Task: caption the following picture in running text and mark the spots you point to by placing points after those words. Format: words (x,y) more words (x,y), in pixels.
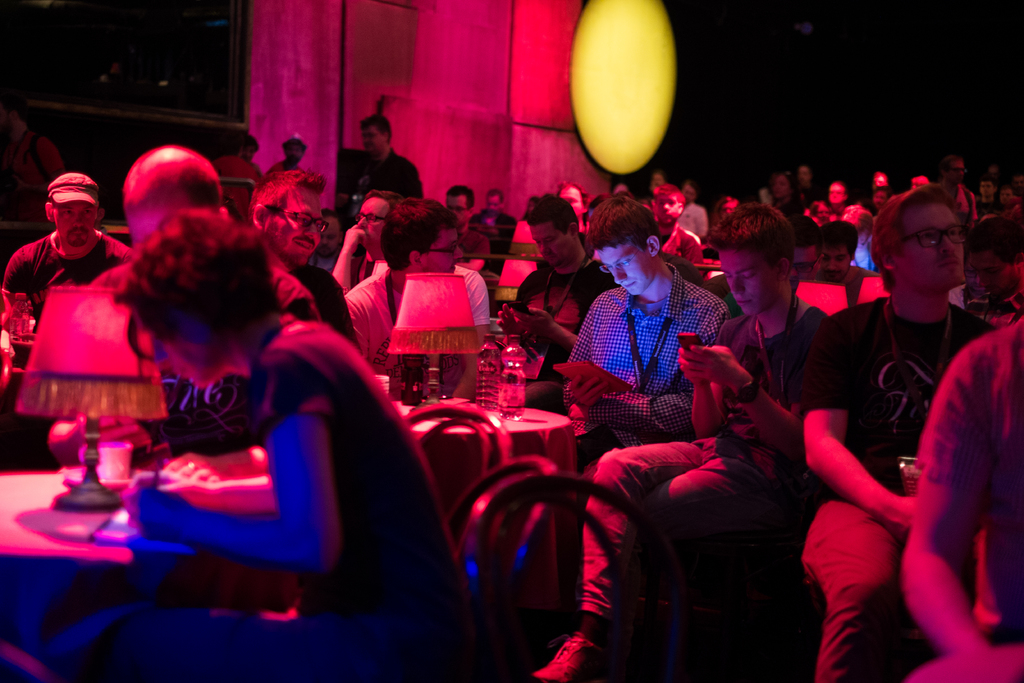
There are persons (131,219) in different color dresses (983,436), smiling and sitting on chairs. Some of them are holding mobiles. And there are tables (17,520) on which, there are lights (407,334), bottles (519,374) and other objects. In the background (375,158), there are persons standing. And the background (970,135) is dark in color.
